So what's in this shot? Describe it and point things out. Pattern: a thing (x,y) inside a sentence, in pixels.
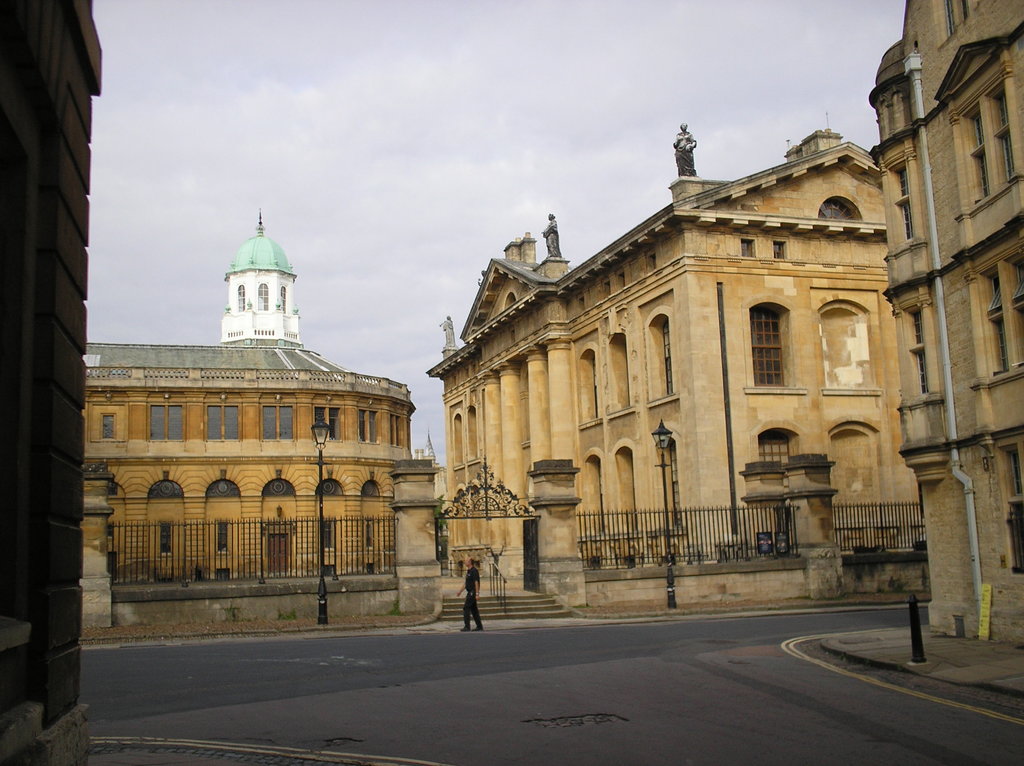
In this image we can see there is a person (476,618) walking on the road (473,684). At the back (373,451) there are buildings (171,372) and statue (684,162) attached to the building (512,475). And there are light poles (317,442) and the sky (512,129).
